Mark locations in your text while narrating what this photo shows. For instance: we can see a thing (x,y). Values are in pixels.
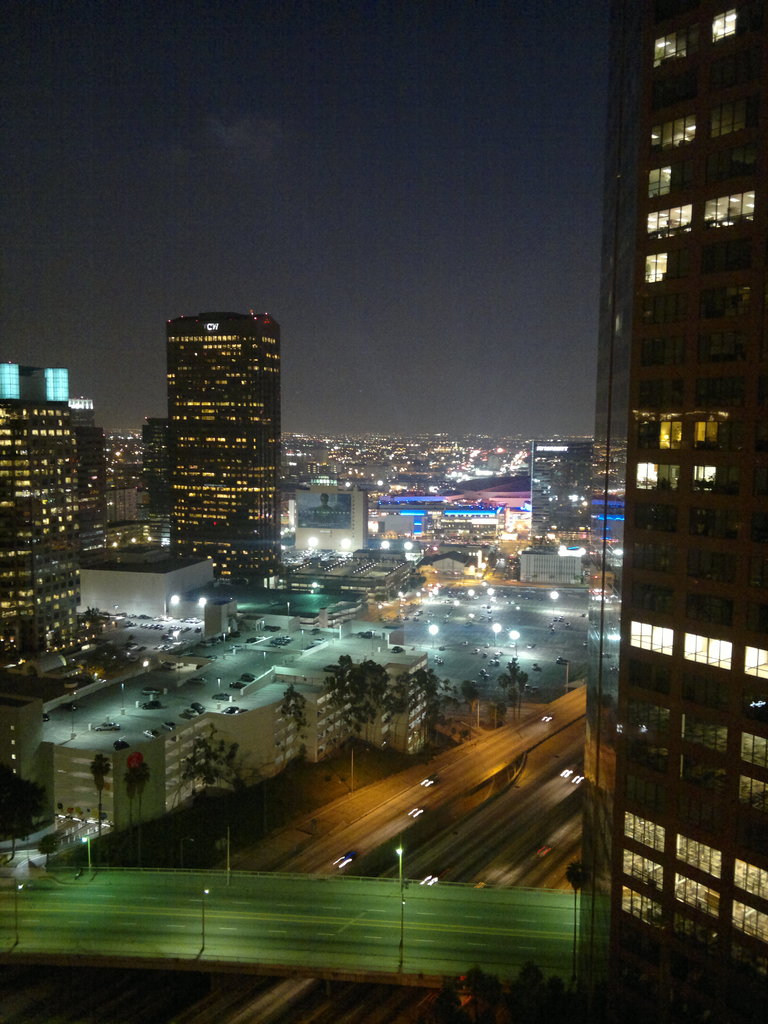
In the background (408,160) we can see the dark sky (422,138). In this picture we can see buildings (741,900), trees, vehicles (433,777), lights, poles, road (304,945) and bridge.
